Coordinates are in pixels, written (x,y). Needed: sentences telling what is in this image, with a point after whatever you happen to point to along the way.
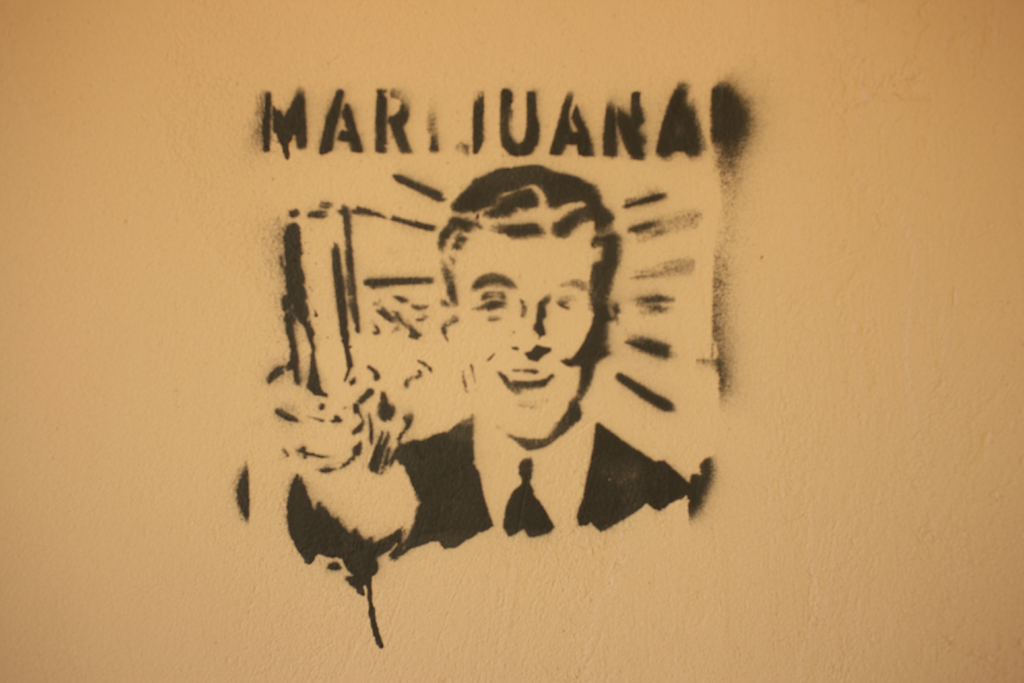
In this picture I can see the design of a person (571,333) on the wall (830,560). At the top (629,141) I can see the word marijuana (629,141).
